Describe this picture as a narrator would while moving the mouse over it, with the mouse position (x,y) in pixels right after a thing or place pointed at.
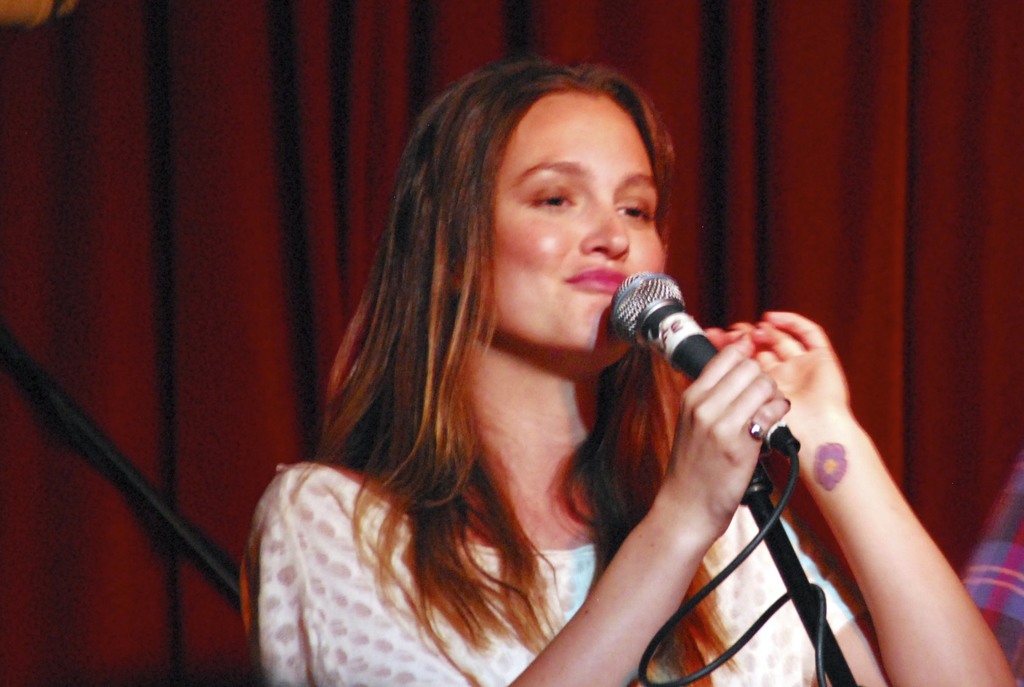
In the middle of the image (411,296) a woman (381,658) is standing and holding microphone (649,334). Behind her there is a curtain (447,20).
